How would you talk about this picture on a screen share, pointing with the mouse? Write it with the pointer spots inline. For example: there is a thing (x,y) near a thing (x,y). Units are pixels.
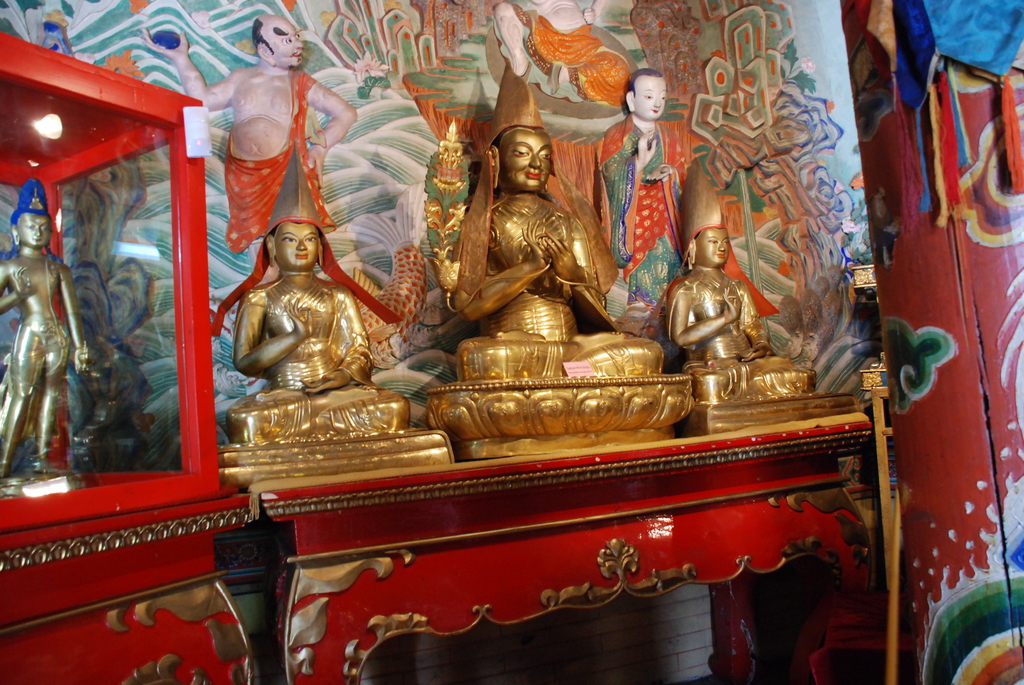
There are statues (499,286) in the foreground area of the image (630,447) on a desk (688,462) and paintings (815,197) in the background (376,180), it seems like colorful curtain (977,44) in the top right side (969,54).
